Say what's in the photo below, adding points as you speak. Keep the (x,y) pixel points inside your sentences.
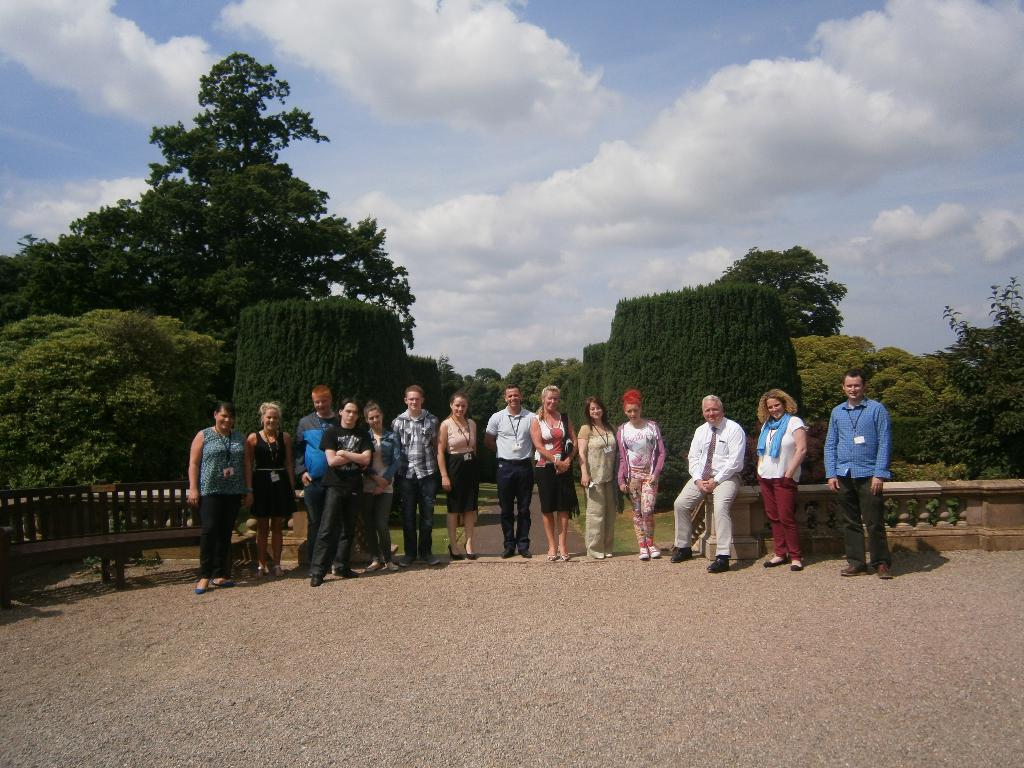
In the center of the image (347,499) we can see one person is sitting and a few people (650,510) are standing and they are in different costumes (406,521). In the background (664,48), we can see the sky (664,48), clouds (720,144), trees (137,433) and fence (834,520).
